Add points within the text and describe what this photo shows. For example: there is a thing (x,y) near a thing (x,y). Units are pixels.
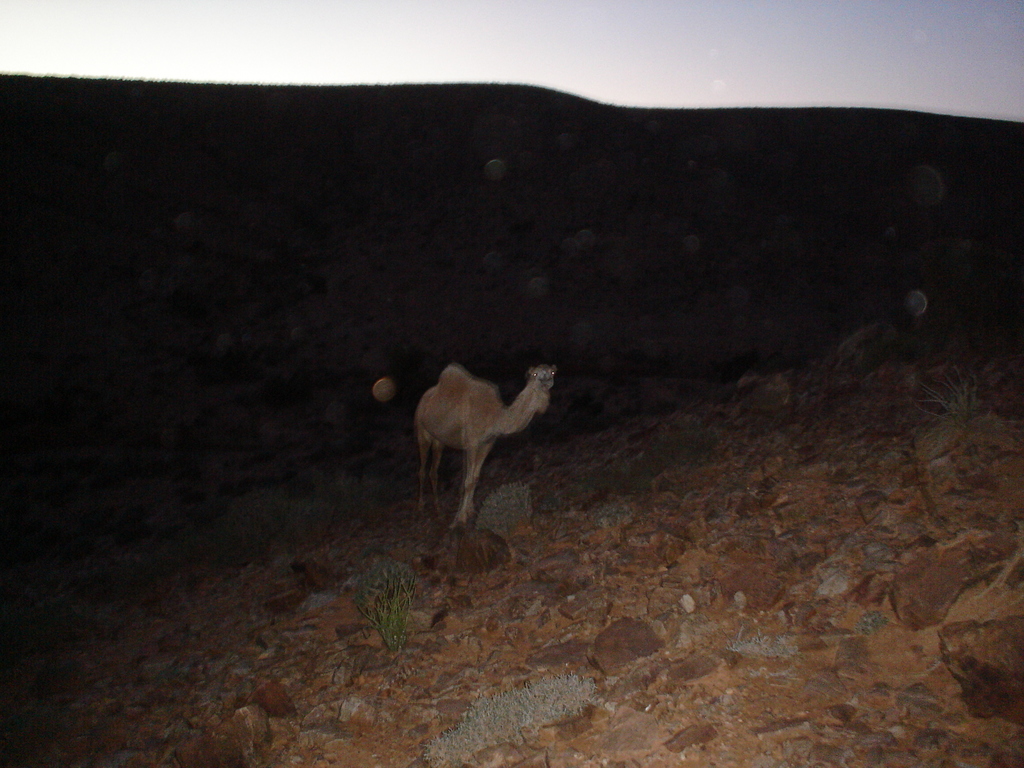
In this image I can see an animal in brown color, background (703,50) I can see sky (594,35) in white color and I can also see few rocks (824,528).
